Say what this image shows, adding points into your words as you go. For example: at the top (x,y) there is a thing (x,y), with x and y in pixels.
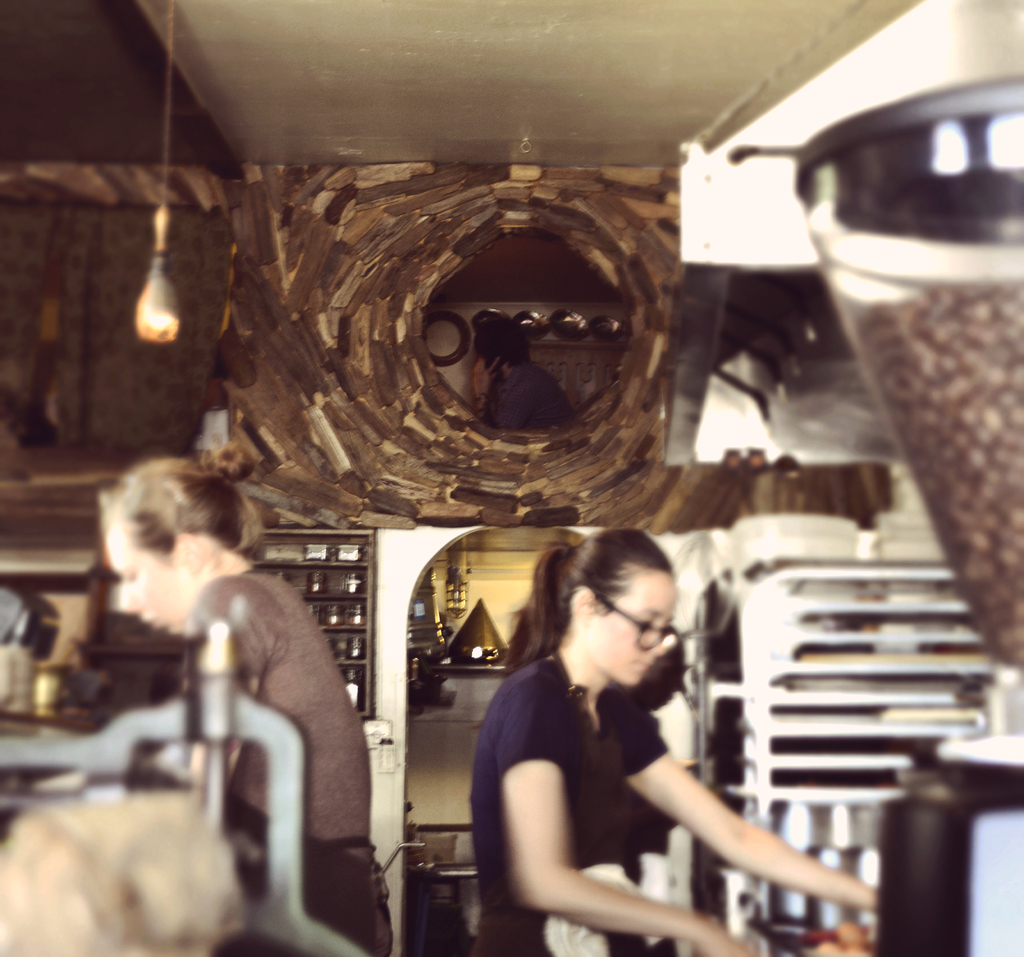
In this image, there is an inside view of a room (383,765). There are two persons (592,776) at the bottom of the image (350,765) standing and wearing clothes (324,750). There is a light (156,292) in the top left of the image (167,303). There is a coffee machine (895,380) on the right side of the image (898,445).
